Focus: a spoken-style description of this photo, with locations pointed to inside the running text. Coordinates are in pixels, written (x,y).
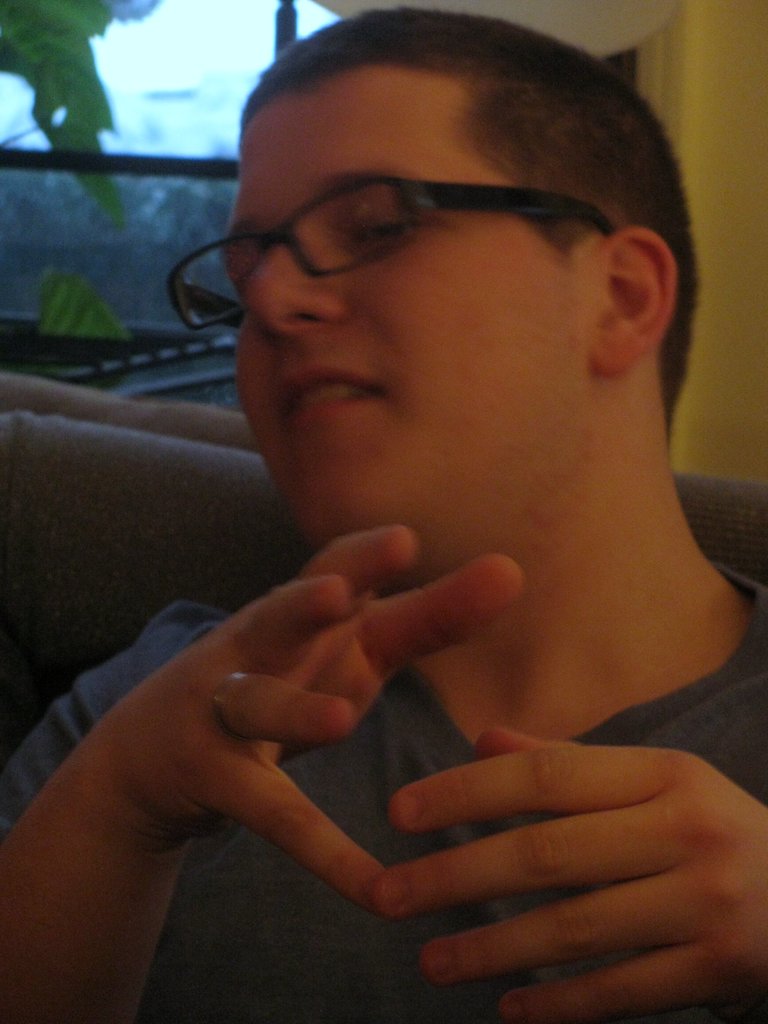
In the image there is a man (360,552) with spectacles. Behind him there is a window (167,287) and also there are green color things (5,66).
